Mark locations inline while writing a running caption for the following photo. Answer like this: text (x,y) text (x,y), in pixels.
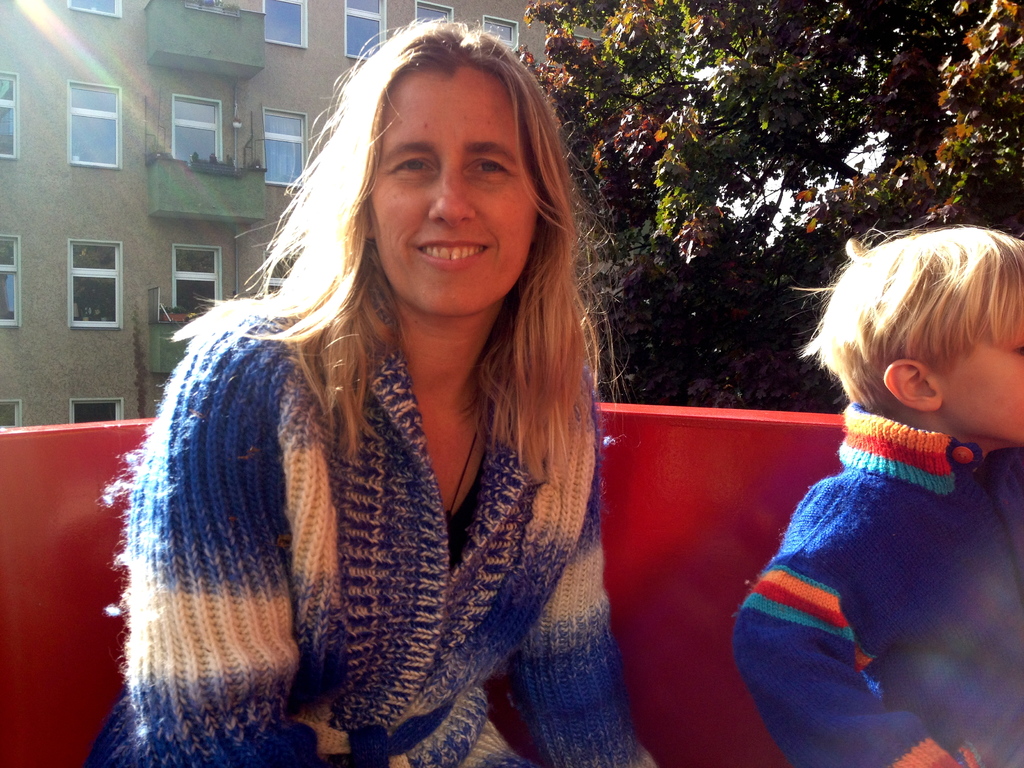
In this picture we can see a woman (469,243), she is smiling, beside to her we can find a kid (838,381), in the background (641,116) we can see a building (322,76) and few trees (612,153).
